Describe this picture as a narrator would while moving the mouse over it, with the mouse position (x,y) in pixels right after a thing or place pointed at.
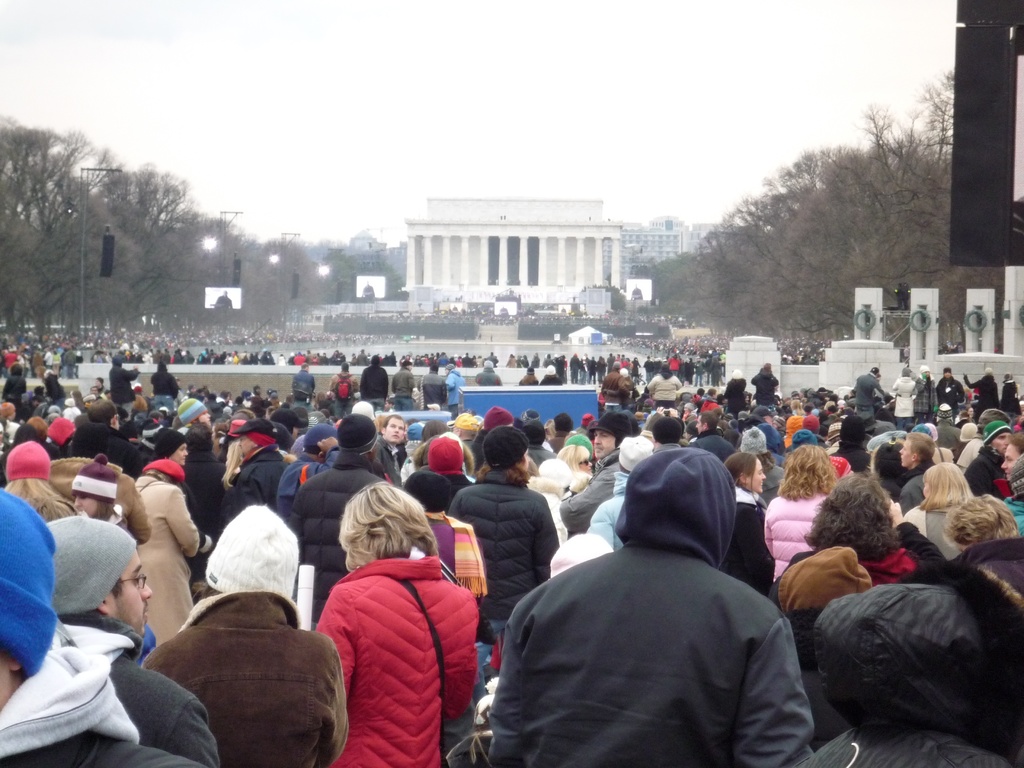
In this image I can see a group of people (434,373) and wearing different color dresses (620,495). I can see few buildings (497,209), trees (176,268), light poles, boards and white color statues (869,332). The sky (424,93) is in white color.
